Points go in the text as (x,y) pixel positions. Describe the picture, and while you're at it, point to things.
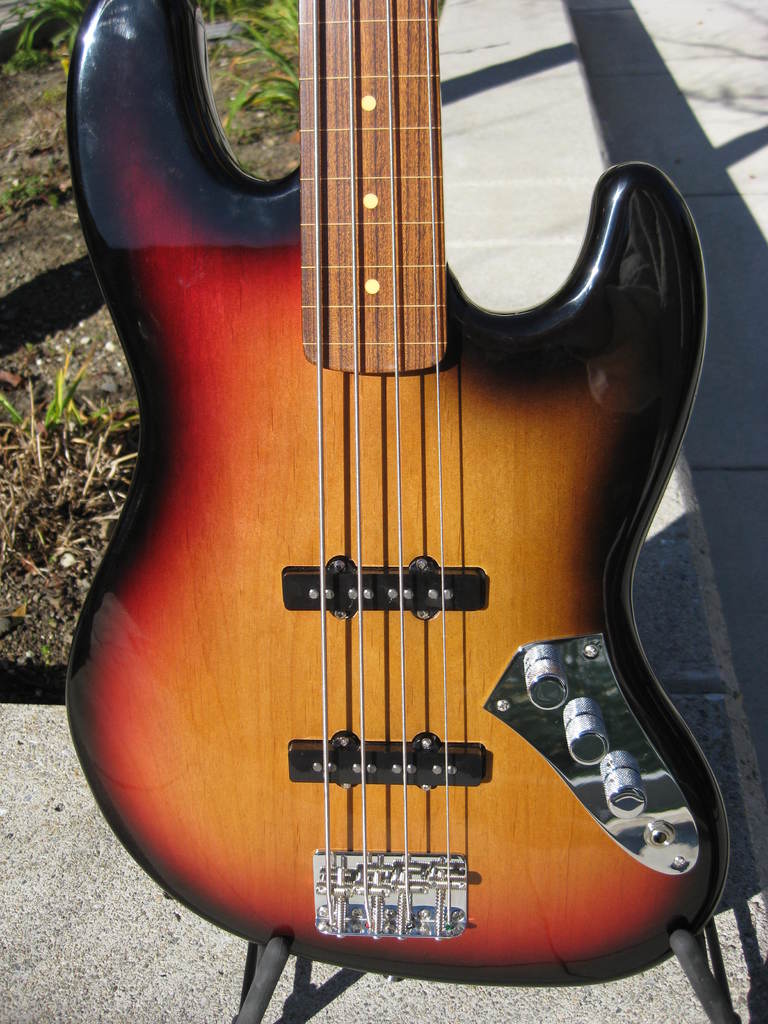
The picture is of a guitar (312,840) which is of brown color it has total four strings (362,560) in the background (587,41) there is a shadow (595,5) of the guitar (373,12), to the left (240,56) there is soil (224,59) and grass (256,51).
